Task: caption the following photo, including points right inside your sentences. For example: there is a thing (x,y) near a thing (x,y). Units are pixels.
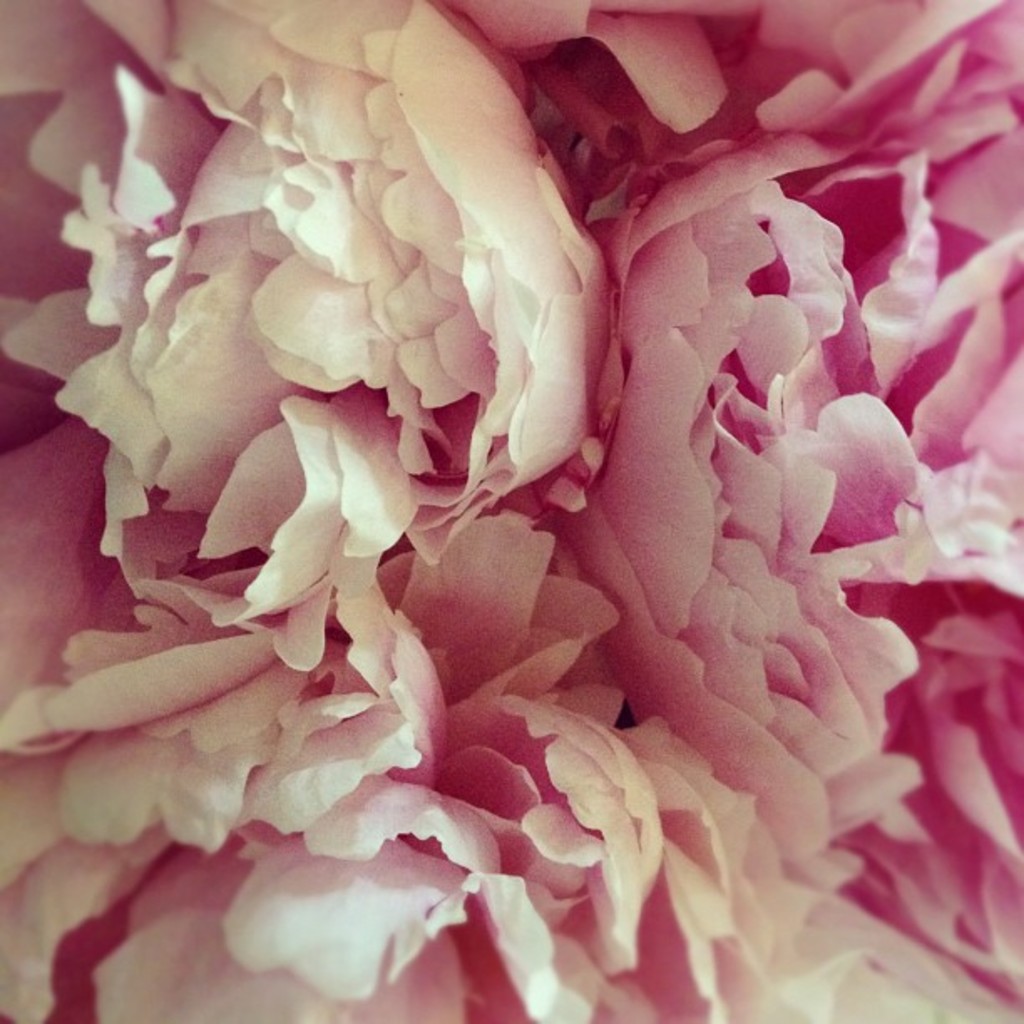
In this image I can see few flowers (503,230). They are in white and pink color.
